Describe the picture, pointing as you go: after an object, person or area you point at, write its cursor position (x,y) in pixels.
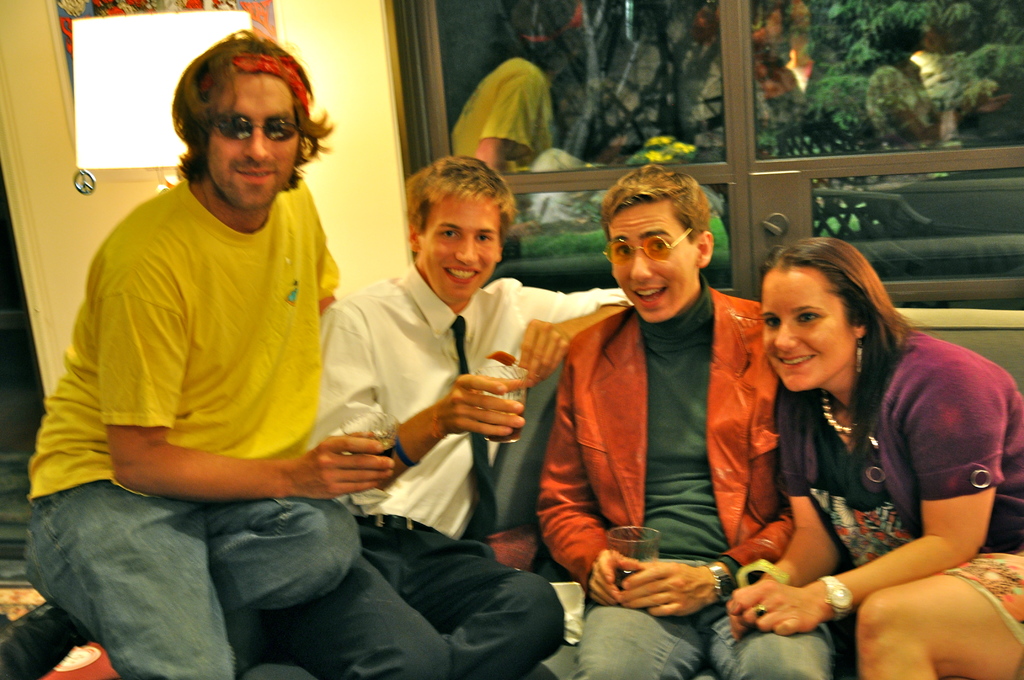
There are person (449,378) in different color dresses (277,378), smiling and sitting. Three of them (574,462) are holding glasses (369,438) which are filled with drink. In the background (601,265), there is a light (224,30), there is glass window (546,95) and there is wall (340,223).
